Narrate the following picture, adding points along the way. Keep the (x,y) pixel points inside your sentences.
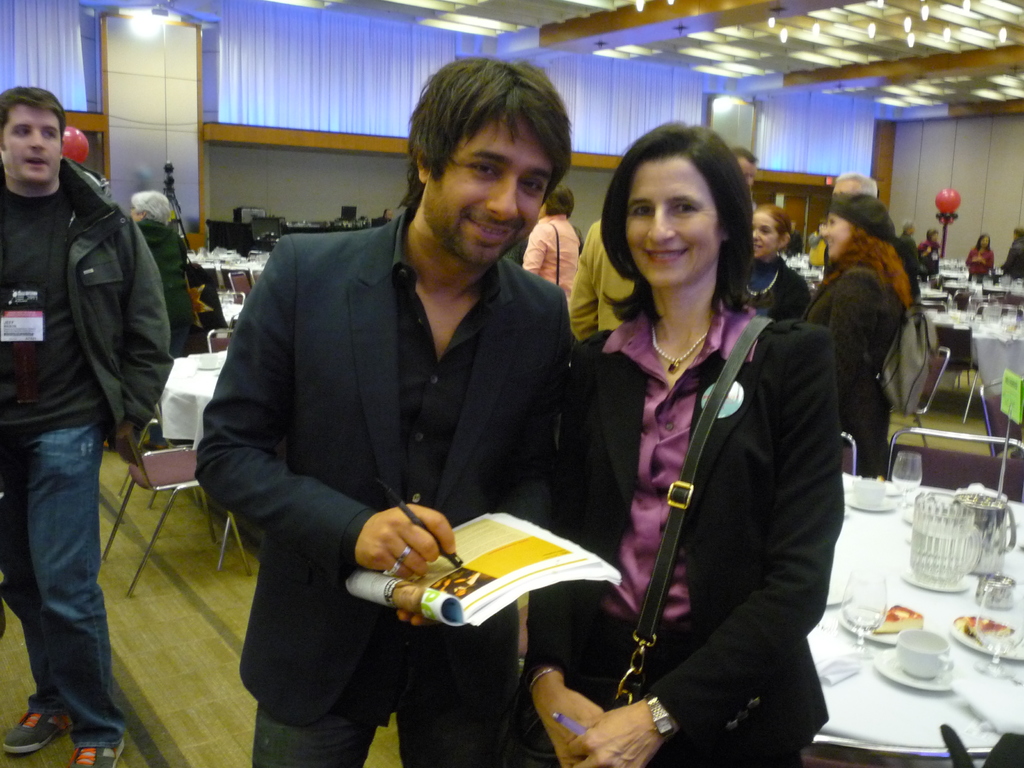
In this image we can see a group of people (688,358) standing. In that a man (440,635) is holding a book (520,594) and a pen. We can also see some glasses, cups (928,636) with saucers (892,669), some food (917,620) and jars (918,550) which are placed on the tables (924,607). On the backside (307,220) we can see some curtains (796,102), wall (347,184) and a roof (745,57) with some ceiling lights (730,57).
